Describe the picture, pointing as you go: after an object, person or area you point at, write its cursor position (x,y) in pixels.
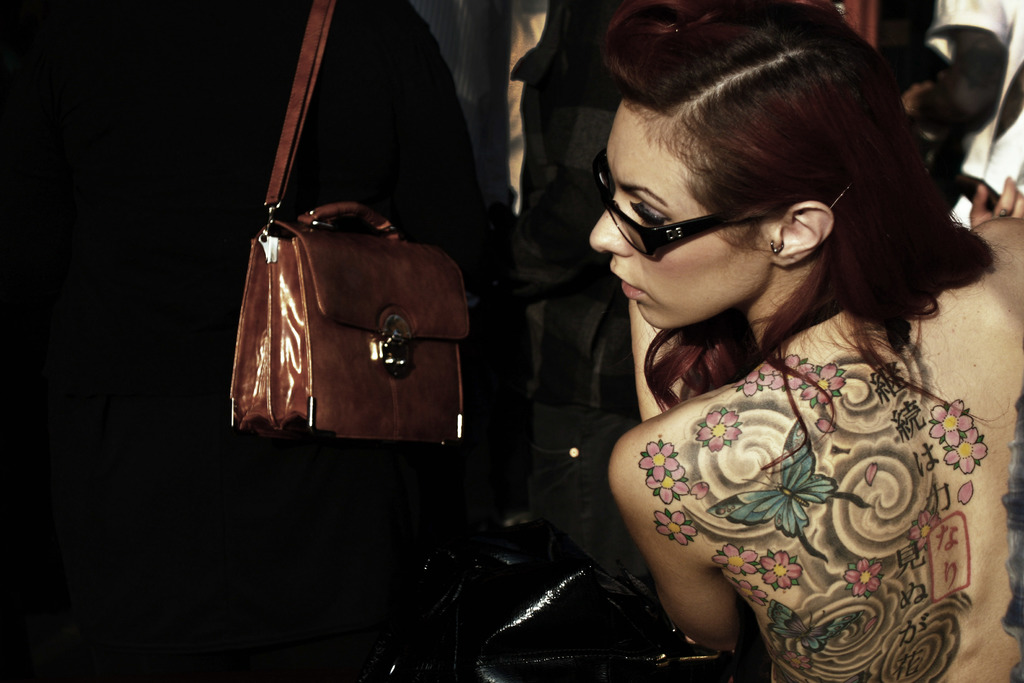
In this image I can see few people (714,274) where a woman (626,287) is wearing a specs (640,254). Here I can see a brown color of handbag (434,352).
